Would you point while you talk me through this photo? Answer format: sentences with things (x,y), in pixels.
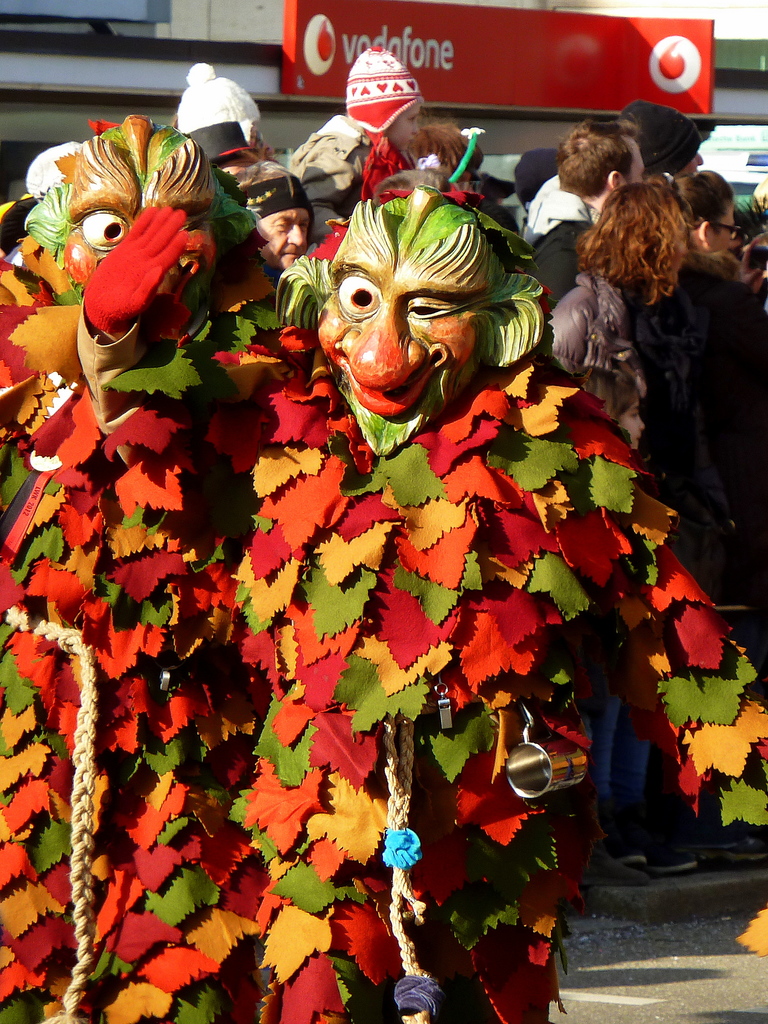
In this image I can see two persons (223,625) and they are wearing different color costumes (300,618). Background (558,45) I can see group of people (652,305) standing, the board (517,44) in red color and I can see the building (225,20) in cream color.
